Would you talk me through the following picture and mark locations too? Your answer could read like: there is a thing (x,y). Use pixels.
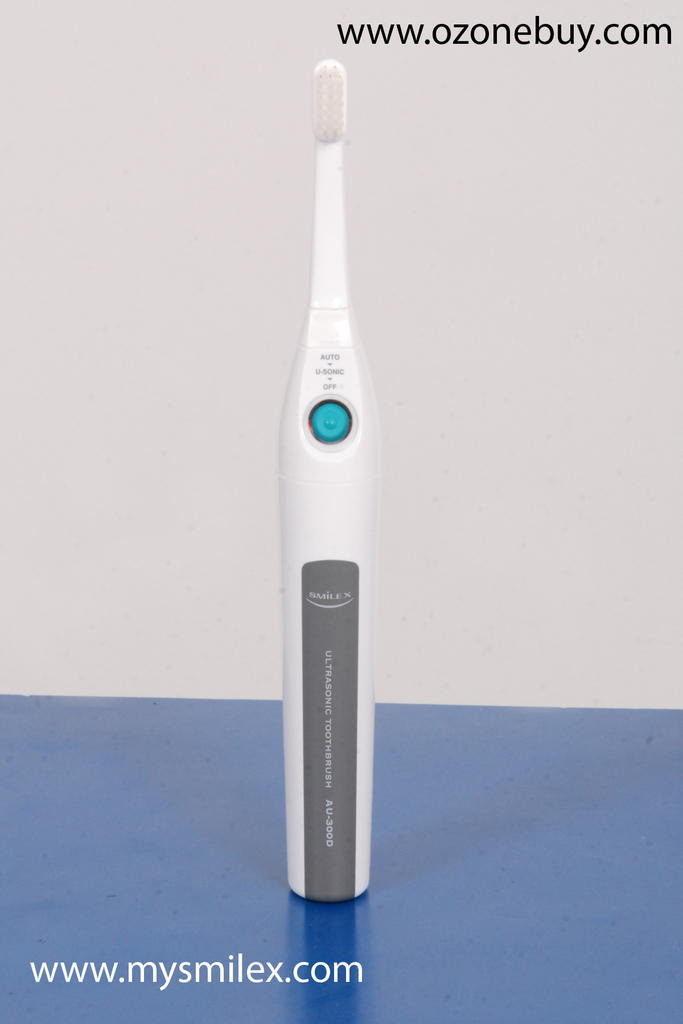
In this image we can see an electric toothbrush (333,712) on the table (277,801) and wall (464,424) in the background (150,263).
